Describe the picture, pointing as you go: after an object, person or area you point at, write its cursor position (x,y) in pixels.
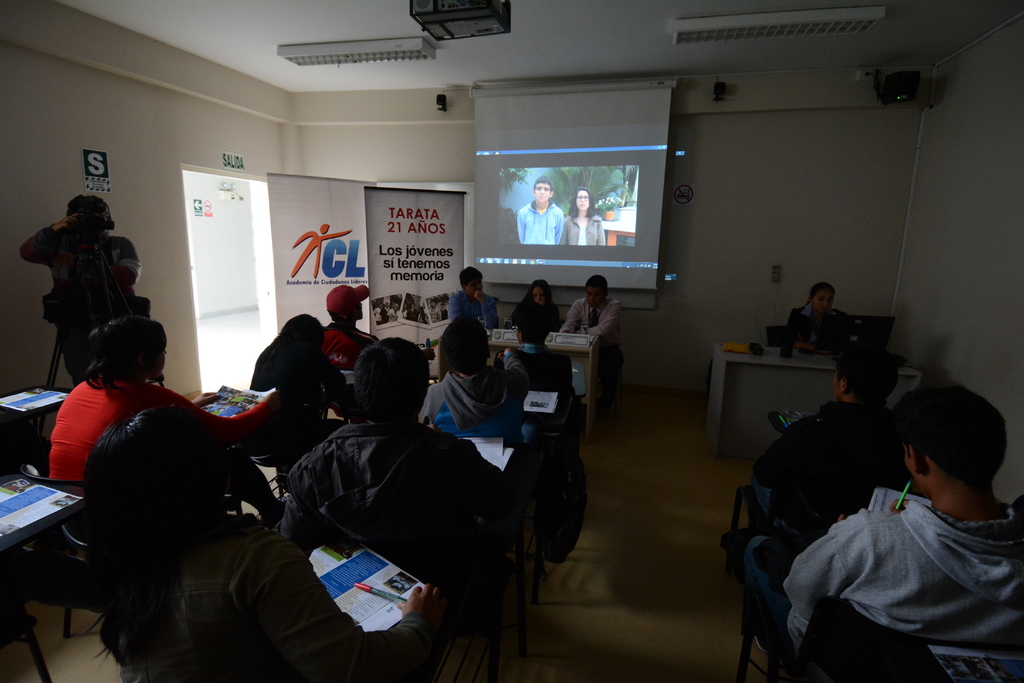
In this image, we can see a group of people (508,418). Few people (767,488) are sitting on the chairs (509,471). Here we can see tables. Few things (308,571) are placed on it. On the left side of the image (84,236), we can see a person (100,278) holding a camera (96,239) and standing. Background (761,291) we can see walls (666,305), banners (417,269), screen (536,163), boards (472,209), sign boards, speakers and floor (201,327). Top of the image (552,50), we can see the ceiling (552,38), projector (451,22) and lights (782,24).
